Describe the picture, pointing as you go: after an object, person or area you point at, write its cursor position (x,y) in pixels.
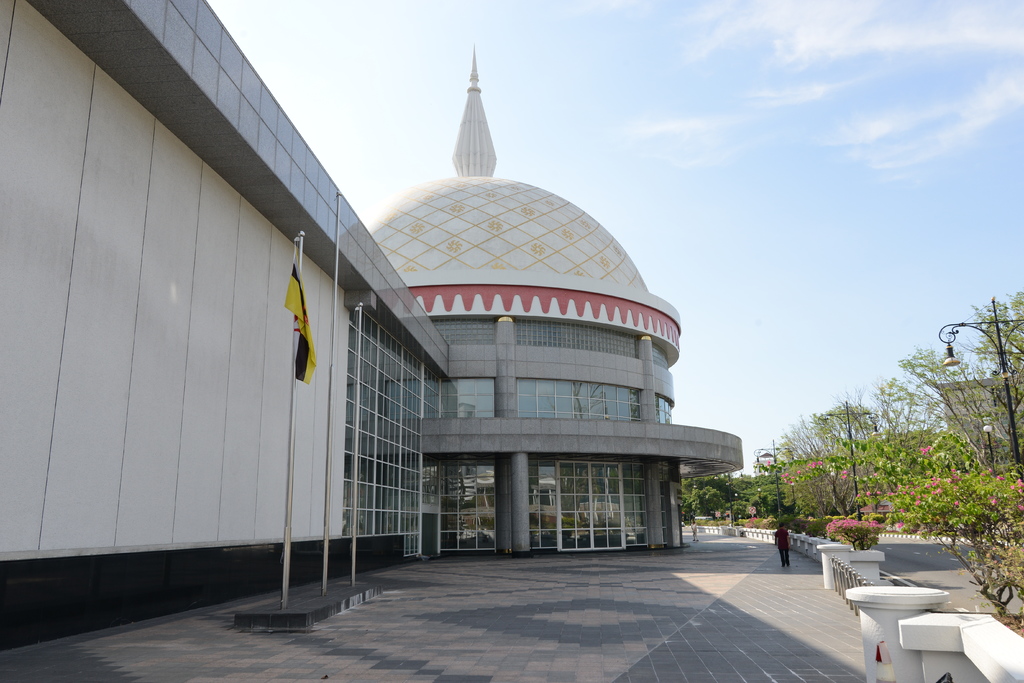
In this image, there is a building (363,378) and we can see a dome (446,207), at the right side (1007,496) there are some green color plants (943,482) and trees (848,440), at the top (780,177) there is a blue color sky (721,192).
